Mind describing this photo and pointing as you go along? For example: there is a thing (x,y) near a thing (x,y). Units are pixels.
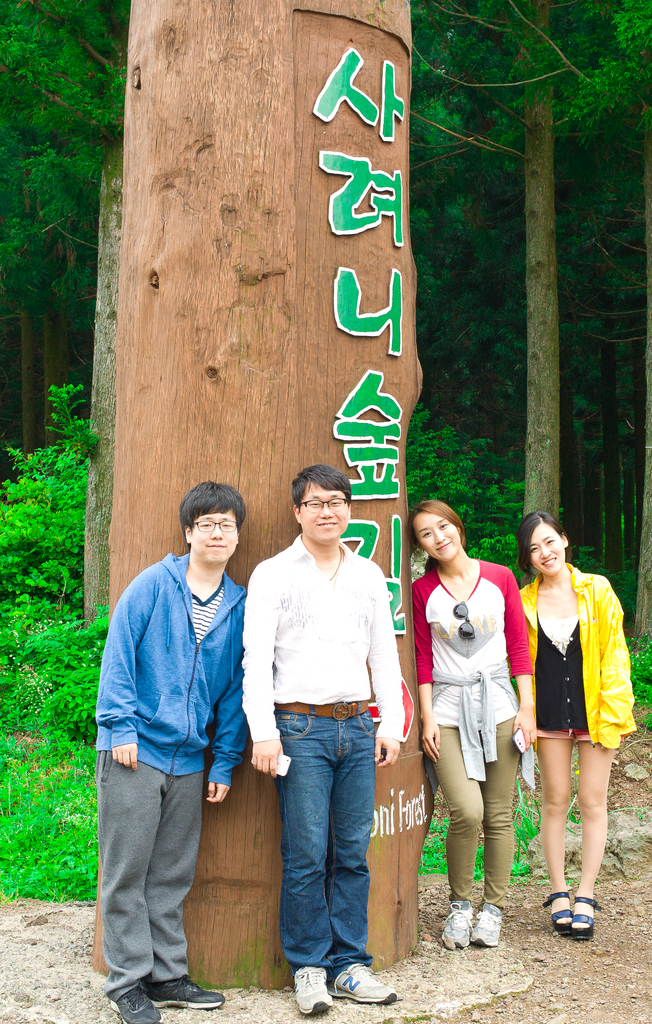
In this we can see two men (282,616) and women (437,638) is standing in front of a bark (410,626), on bark (410,626) some text (399,621) is written with green letters (349,425). Behind the bark (165,402) trees (500,230) are present. One lady (595,668) is wearing black and yellow top (576,673), the other one is wearing red-grey t-shirt (479,626) with brown pants (474,809). The man (326,622) is wearing white shirt (345,663) with jeans (301,770) and the other is wearing blue jacket (169,689) with grey pant (141,799).
